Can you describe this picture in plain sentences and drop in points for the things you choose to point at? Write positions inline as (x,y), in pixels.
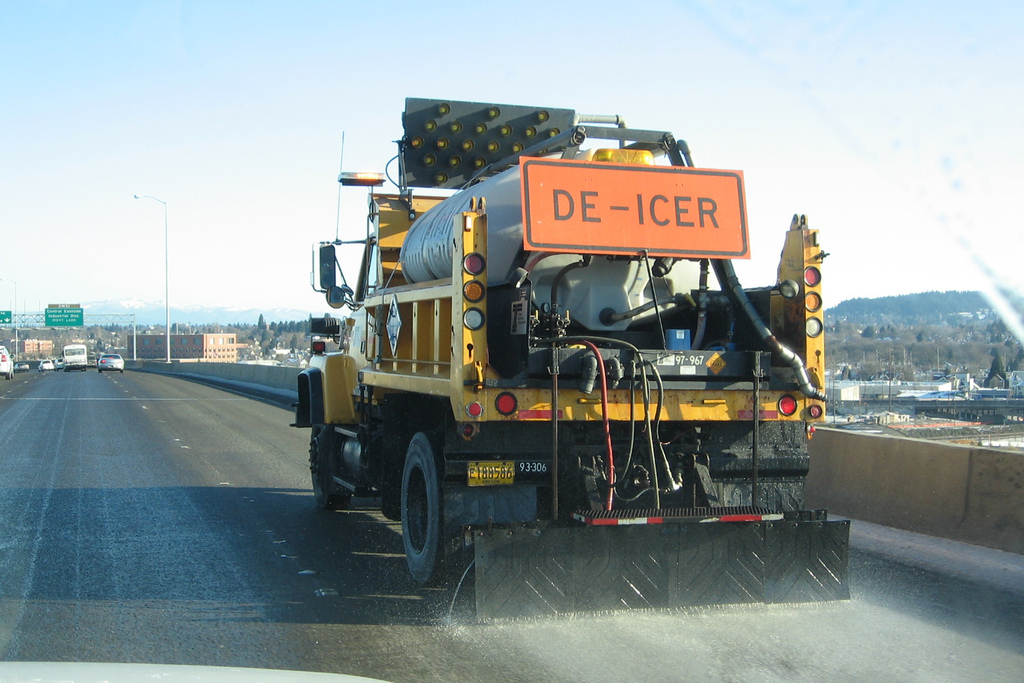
In the foreground of this image (562,457), in the middle (524,377), there is a vehicle (486,443) moving on the road (326,566). In the background (876,346), there are trees (910,333), buildings (224,349), poles (168,285), boards (73,317) and few vehicles (77,367) moving on the road (76,388). At the top (351,60), there is the sky (435,50).
